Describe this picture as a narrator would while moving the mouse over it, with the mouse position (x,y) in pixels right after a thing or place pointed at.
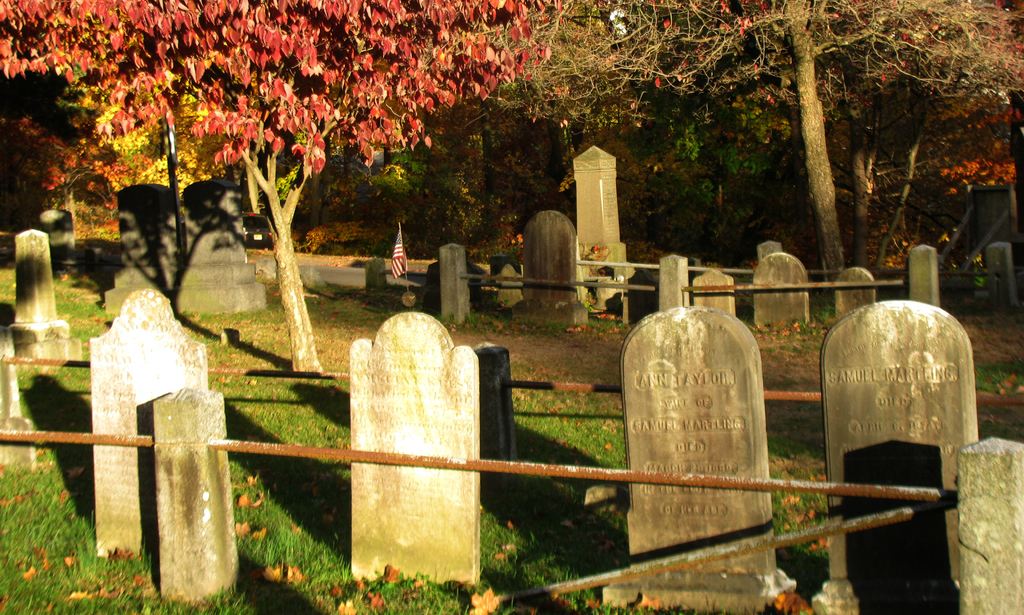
In this image I can see few cemeteries (657,431). Back I can see trees (669,104) and red color leaves (283,93). I can see flag (402,245) and pole (404,275) around.
